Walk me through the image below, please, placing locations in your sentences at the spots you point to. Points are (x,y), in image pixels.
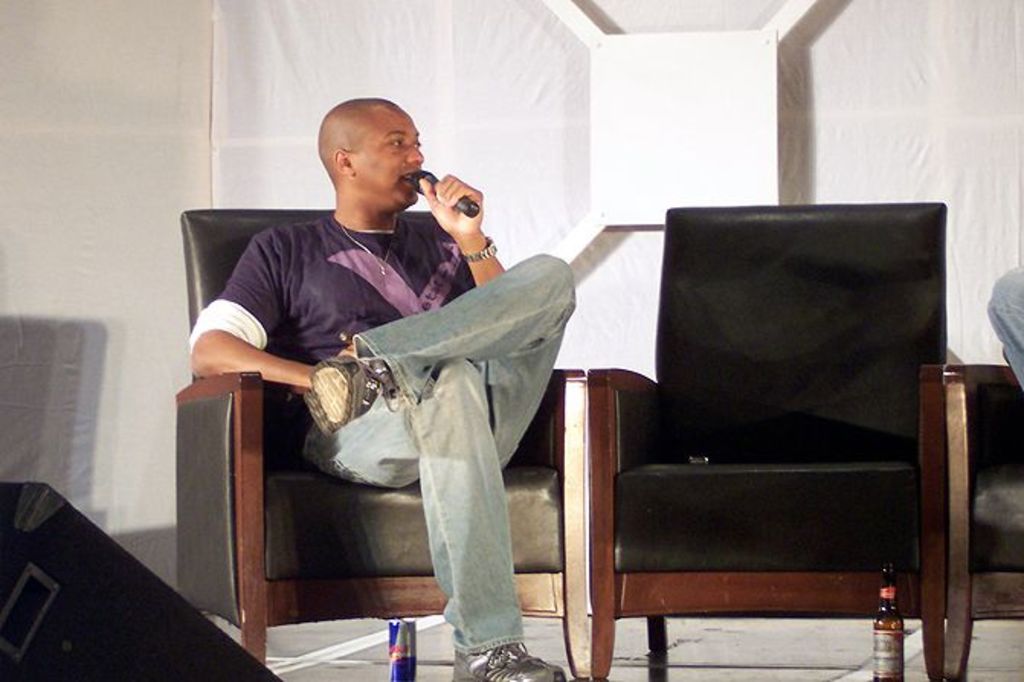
In the center of the image (486,318), we can see a person (389,324) sitting on the chair (417,518) and there are some other chairs (811,351) and a person (991,301). In the background (383,68), there is a cloth (505,62) and we can see a board (642,119) and a wall (60,321). At the bottom (699,670), there are bottles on the floor (720,658) and we can see an object (102,629) which is in black color.
